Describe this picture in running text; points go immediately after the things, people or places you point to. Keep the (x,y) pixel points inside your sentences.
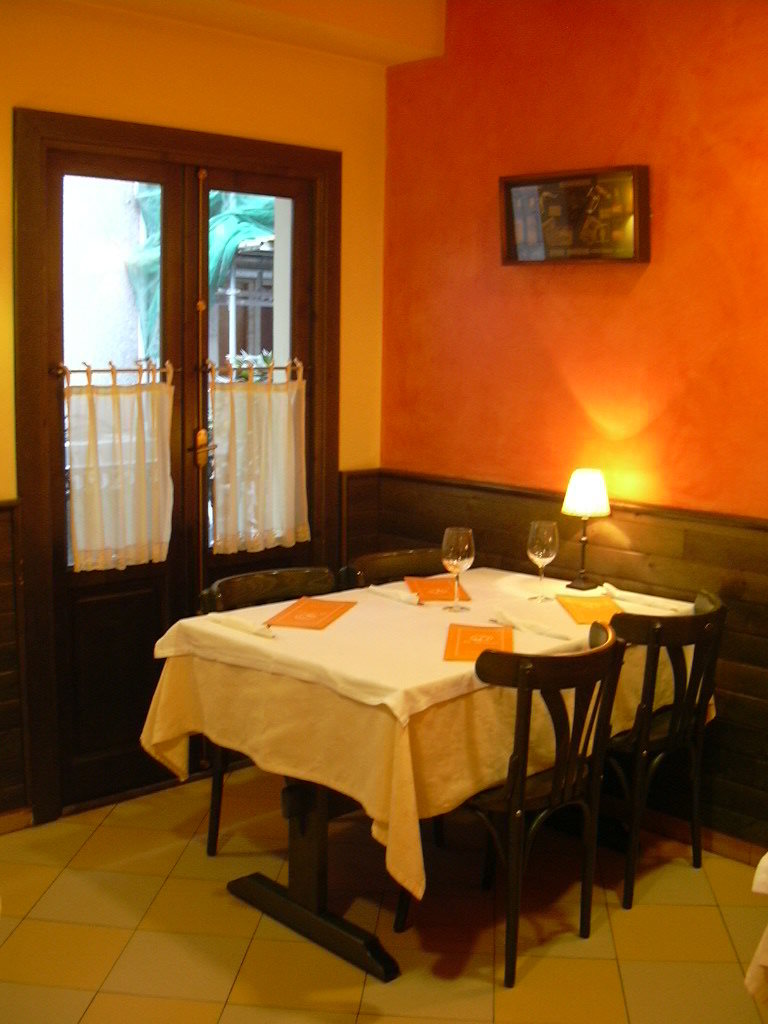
In this picture we can see chairs (376,565) and table (390,975) on the floor (460,947) and the table (682,715) is covered with a cloth (307,708) and on the table (274,714) there are menu cards (291,625), glasses (548,555) and a lamp (568,506). On the right side of the table (391,611) there is an orange wall (551,367) with an object (524,257). Behind the table (207,628) there is a window (148,354) and behind the window (133,365) there are some items (154,229).
